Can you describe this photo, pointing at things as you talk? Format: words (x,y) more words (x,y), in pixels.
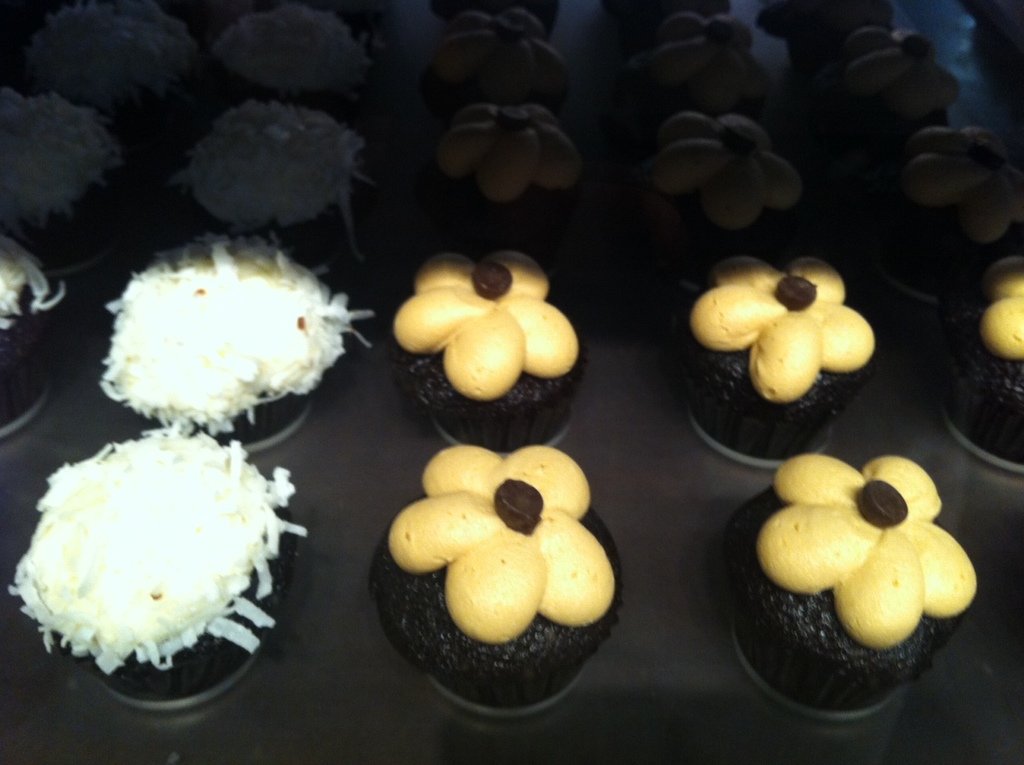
In the center of the image (492,399) we can see desserts (199,340) placed on the tray (249,709).
